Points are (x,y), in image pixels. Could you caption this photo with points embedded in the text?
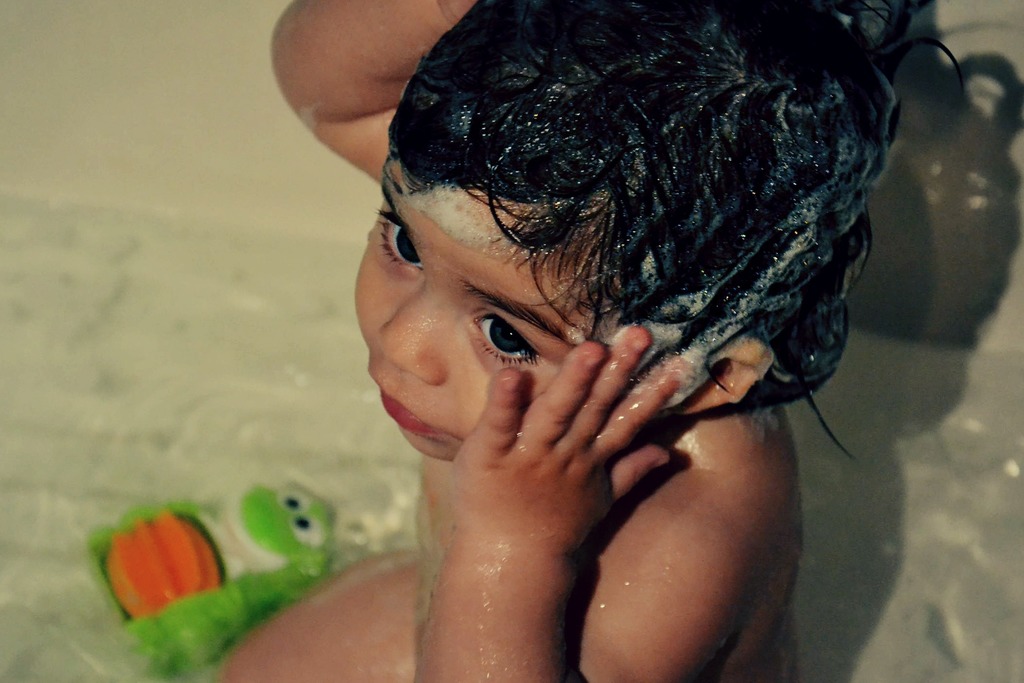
There is a baby (512,391) and there is a foam (806,226) on the head (567,317) of the baby (549,362), beside the baby (518,510) there is a toy (176,504) and the background (212,425) is blurry.
